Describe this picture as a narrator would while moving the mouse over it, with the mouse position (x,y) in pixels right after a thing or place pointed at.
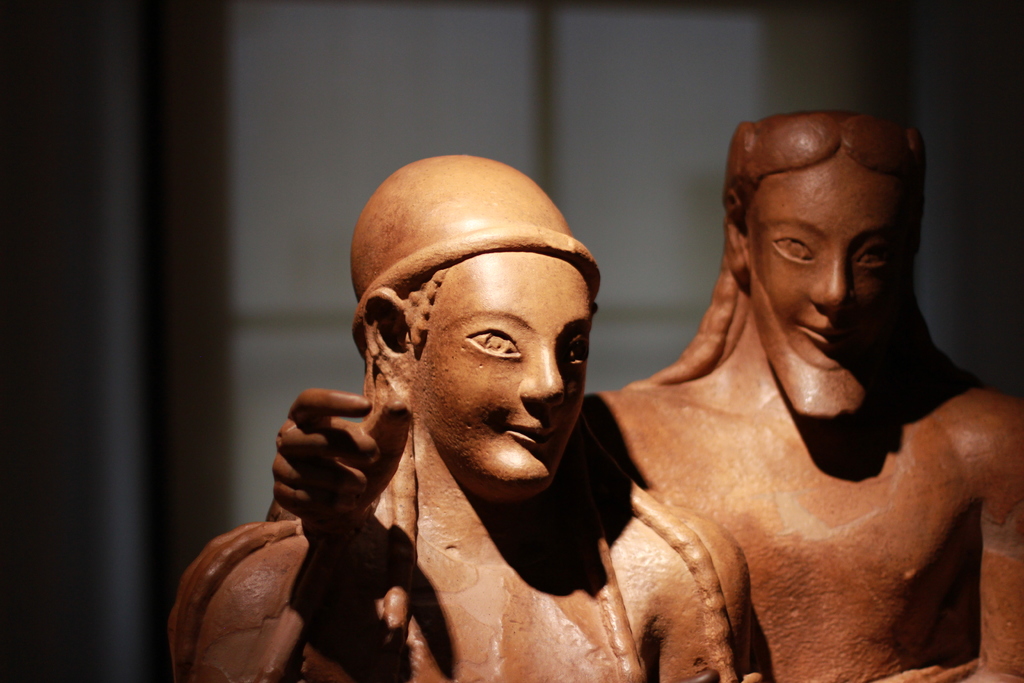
In this picture we can see a statue (554,609). On the right (943,545) there is a man (820,456), on the left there is a woman's statue (564,566). In the back (500,133) there is a window (642,165).
